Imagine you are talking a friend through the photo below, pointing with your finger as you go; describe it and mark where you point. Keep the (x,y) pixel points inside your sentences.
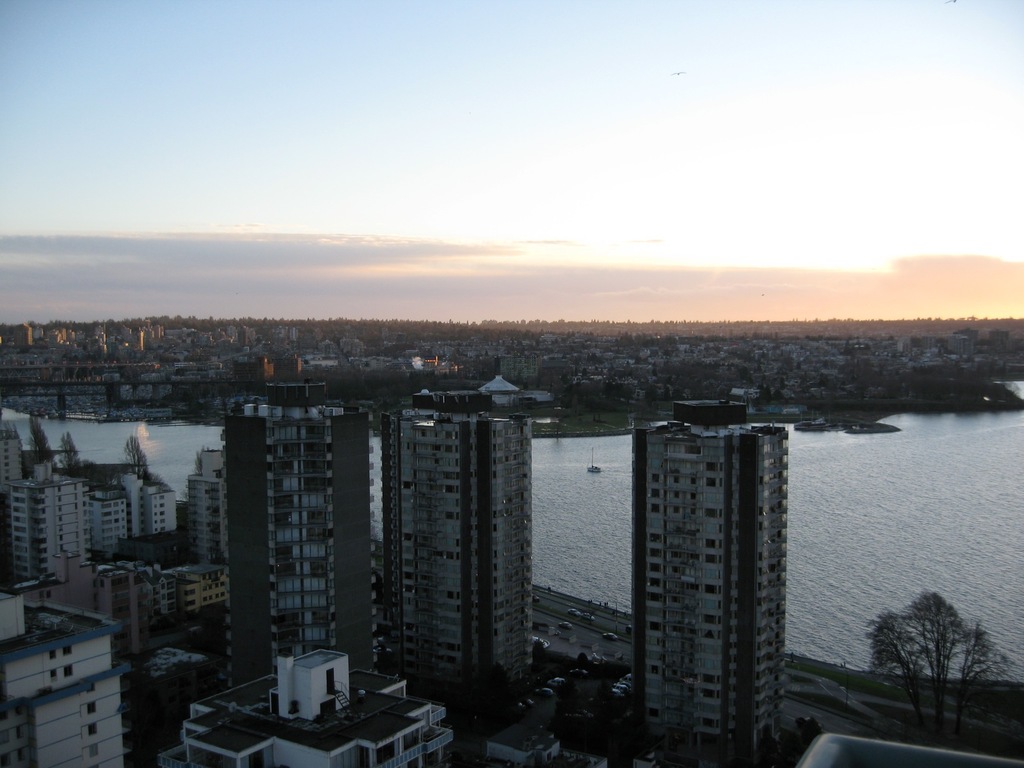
There are many buildings (694,590) with windows (318,521). There is a road (574,627) with vehicles (570,614). On the right side (964,683) there is a tree (955,680). In the back (891,500) there is water (599,445). In the background (413,305) there are many buildings (828,338) and sky (509,207).
